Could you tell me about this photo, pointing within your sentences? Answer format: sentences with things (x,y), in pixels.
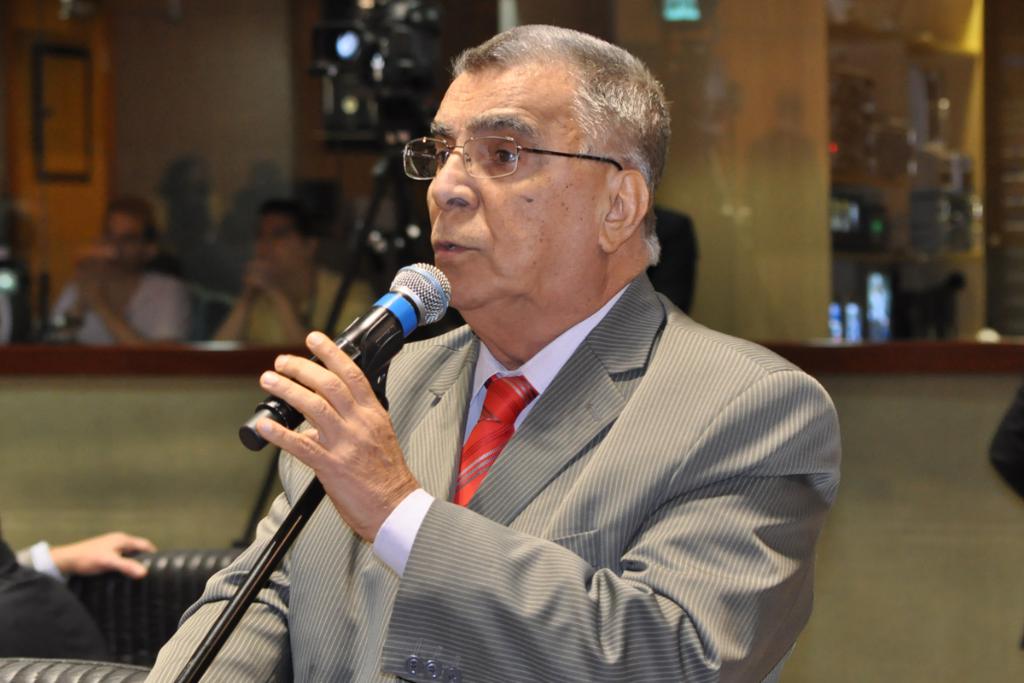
In the center (529,452) we can see one man (599,430) he is holding microphone (391,334). And coming to the background (677,115) we can see few more persons (254,281) and wall (681,101).
